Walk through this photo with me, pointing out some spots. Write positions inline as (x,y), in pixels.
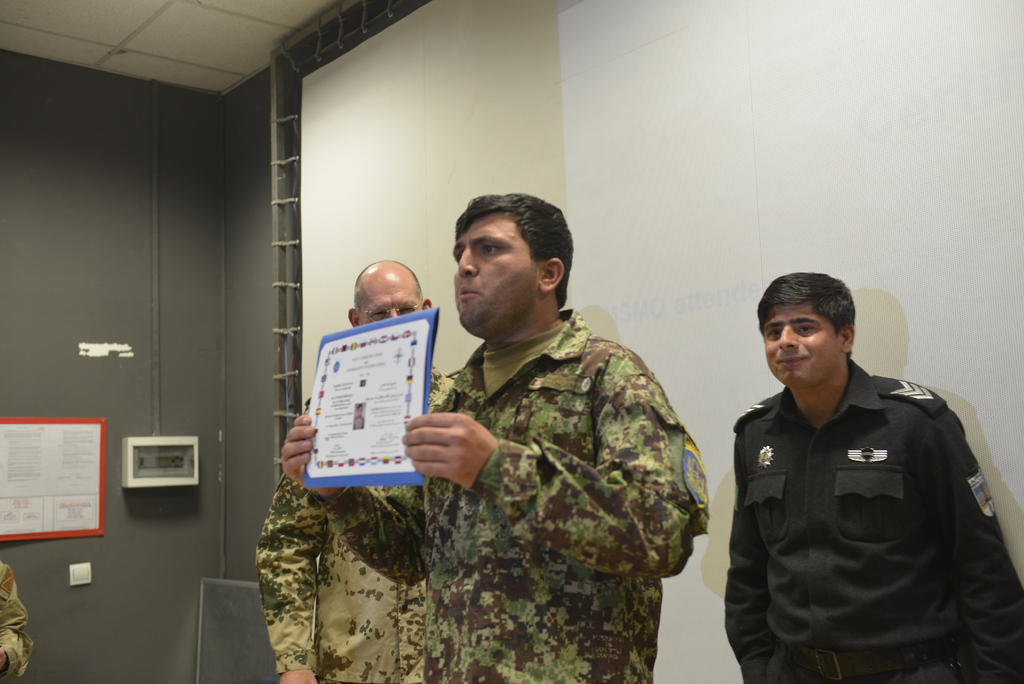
In the middle of the image (515,420) a person (502,654) is standing and holding a paper (425,332). Behind him two persons (283,636) are standing. Behind them there is wall (194,406), on the wall (194,406) we can see a banner (984,336). In the top left corner of the image (259,62) we can see ceiling (14,13).
